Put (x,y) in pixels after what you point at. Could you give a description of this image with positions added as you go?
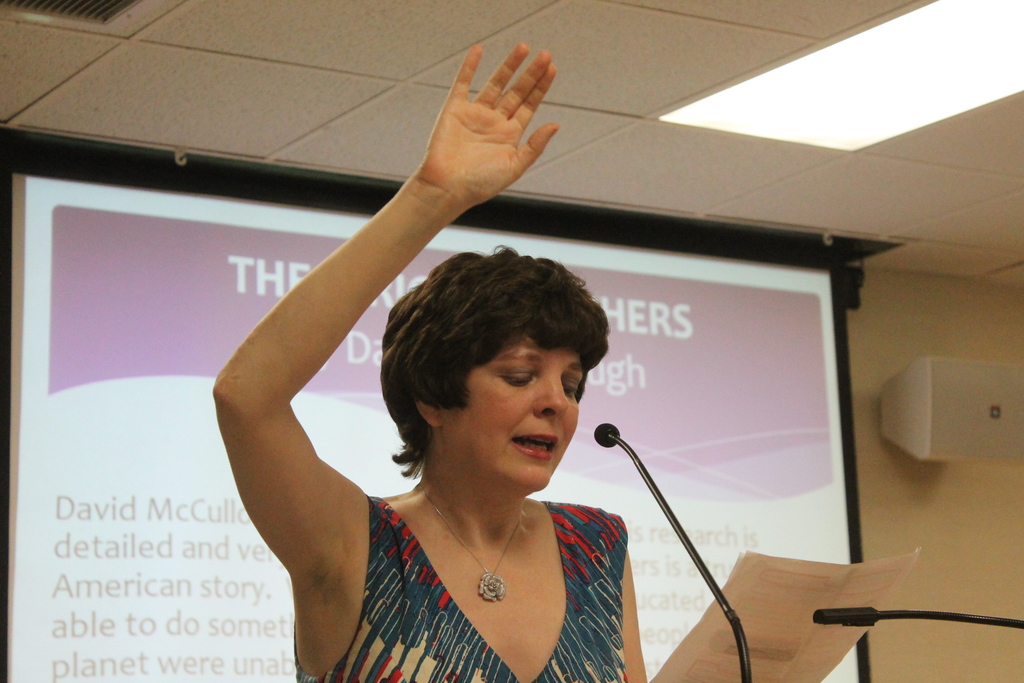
There is a woman (516,363) holding a paper (821,637) and standing in front of the mics (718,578) in the foreground area of the image (402,389), there is a screen (534,243), light (801,133), it seems like a speaker (949,418) in the background (1001,411).
